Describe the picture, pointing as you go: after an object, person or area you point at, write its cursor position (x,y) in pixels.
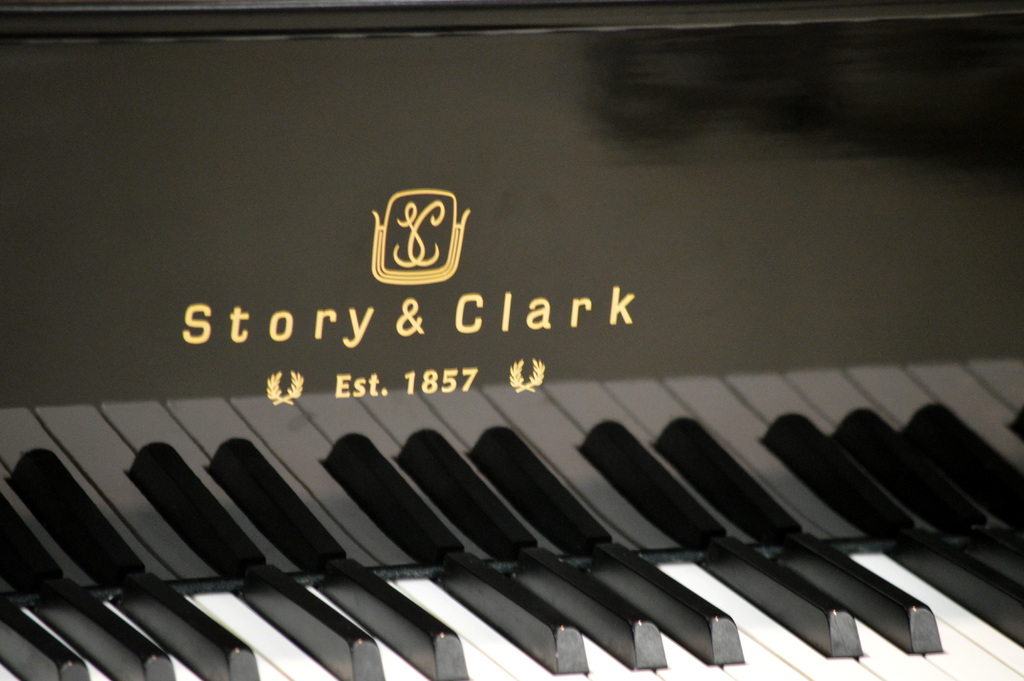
As we can see in the image there is a black and white color musical keyboard (461,615) and here it was written as "story and Clark"
